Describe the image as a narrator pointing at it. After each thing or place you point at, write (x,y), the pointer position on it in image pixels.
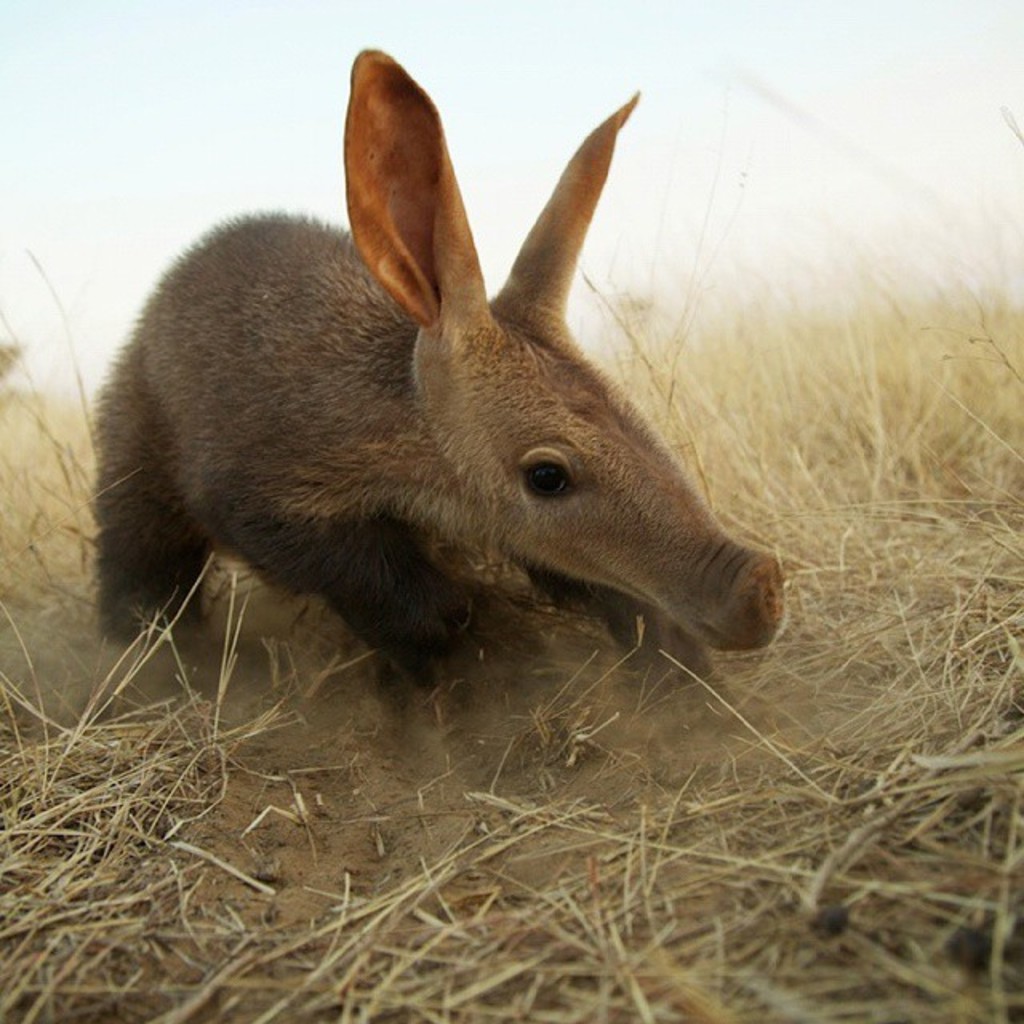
In this image there is an animal (323,404) on a grassland (730,481), in the background (737,373) it is blurred.
